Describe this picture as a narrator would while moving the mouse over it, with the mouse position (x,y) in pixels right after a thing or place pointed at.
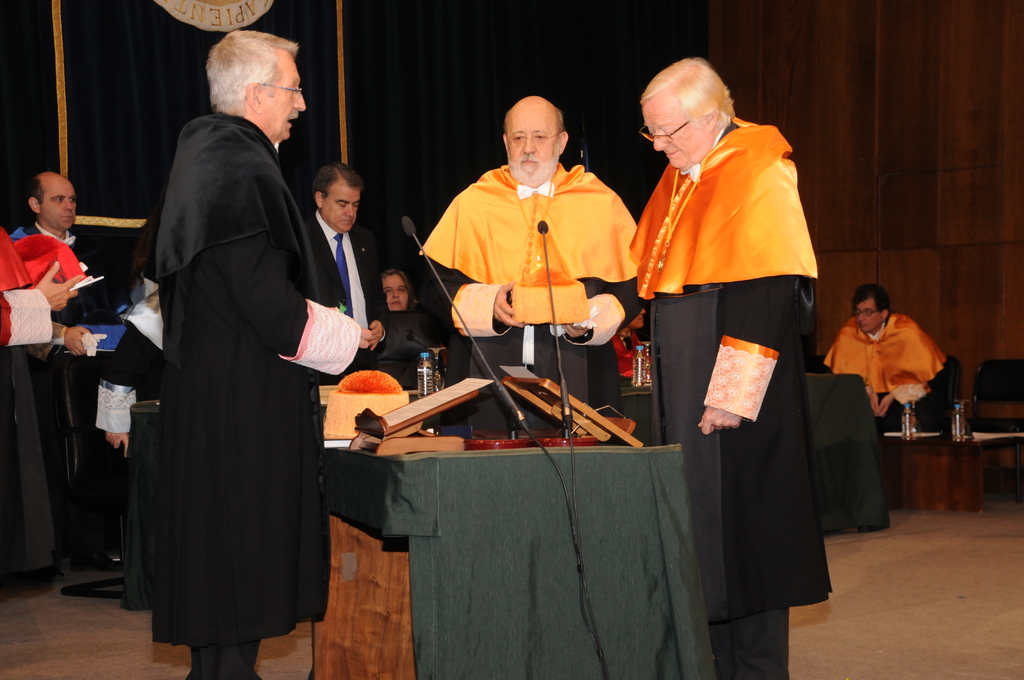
In this image there is a person (281,421) standing in front of the table (537,542). On top of it there are mikes (510,432) and a few other objects (526,391). Beside him there are a few other people (148,319) standing on the floor (928,648). In the background of the image (903,372) there are people (911,364) sitting on the chairs (1003,425). There are tables (975,472). On top of it there are water bottles (904,420). There are curtains (503,63). There is a wall (940,174).
